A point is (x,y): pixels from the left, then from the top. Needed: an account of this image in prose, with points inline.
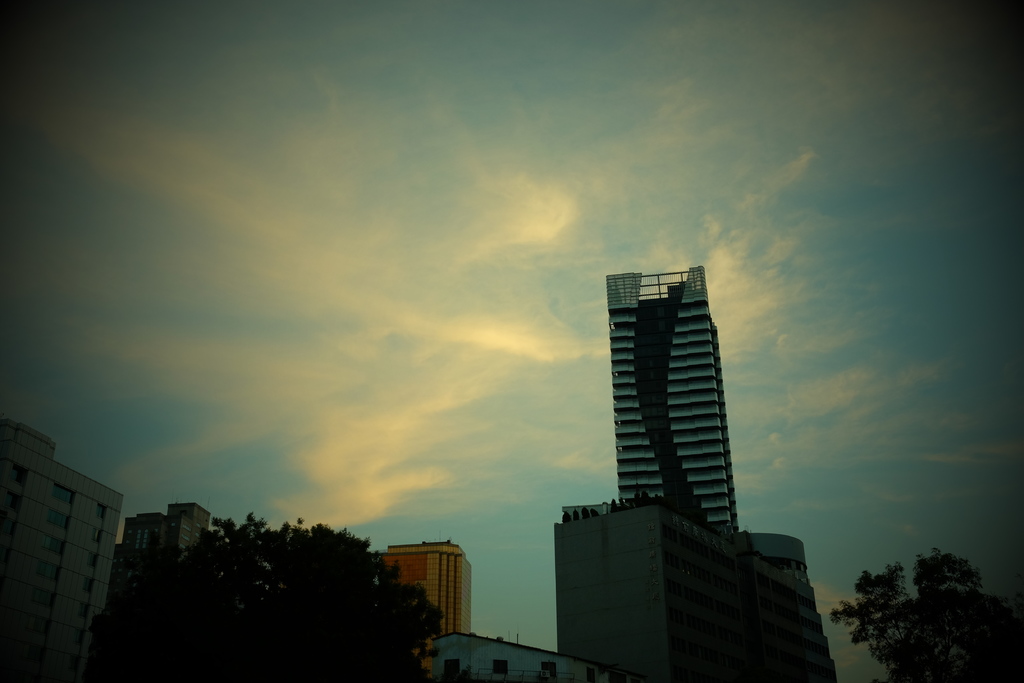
In this picture there are buildings (613,340) at the bottom side of the image (39,463) and there are trees (956,575) on the right (914,606) and left side of the image (181,584), there is sky (399,157) at the top side of the image (495,175).
